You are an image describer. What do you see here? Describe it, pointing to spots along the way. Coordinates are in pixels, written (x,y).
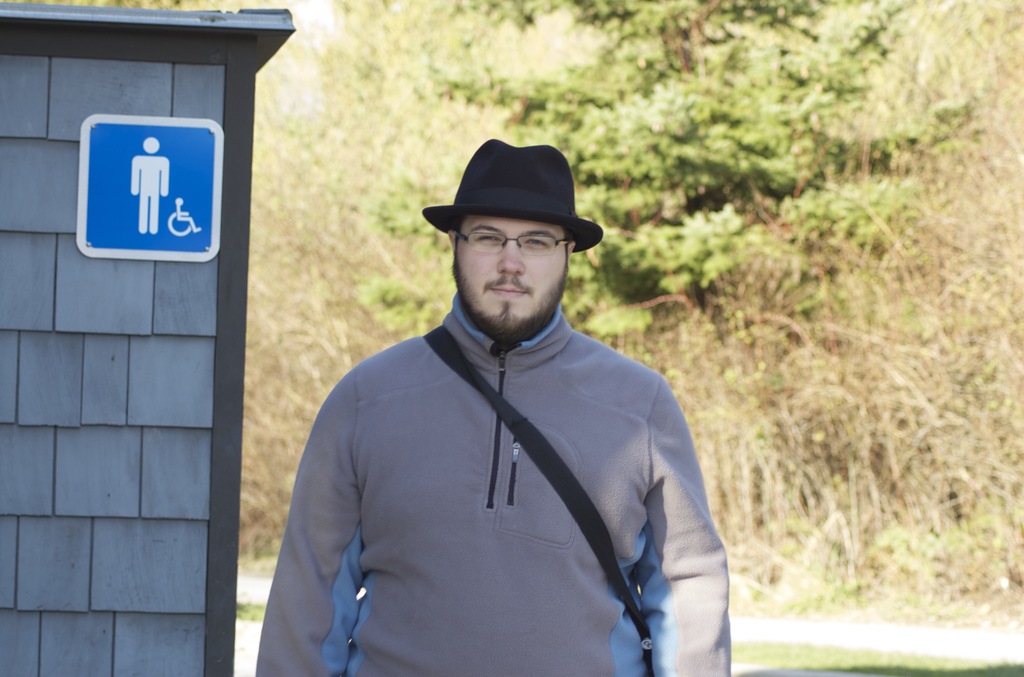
This is the man (471,516) standing and looking serious. He wore a jerkin (481,462), spectacle (490,238) and a hat (498,200). This looks like a signboard (148,233), which is attached to the wall (61,207). In the background (324,132), I can see the trees (840,92).
